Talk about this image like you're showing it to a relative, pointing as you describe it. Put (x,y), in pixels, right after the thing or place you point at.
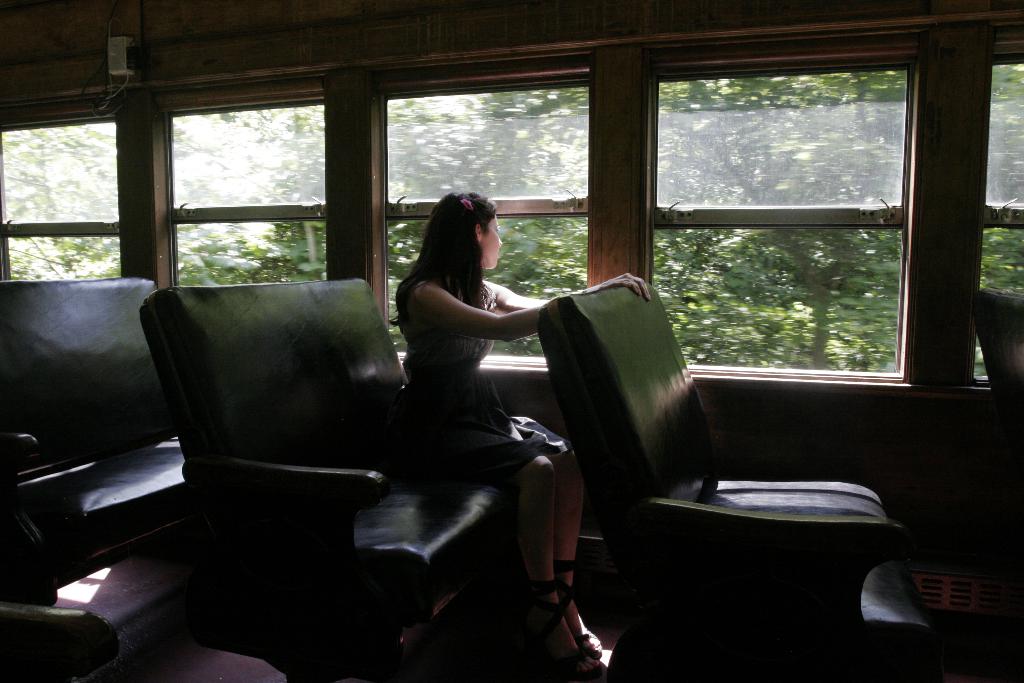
In the middle of the image (401,293) a woman (524,296) is sitting on a chair (254,345) in the vehicle (268,68) and there are some glass windows (20,155). Through the glass windows (72,149) we can see some trees (895,250).
